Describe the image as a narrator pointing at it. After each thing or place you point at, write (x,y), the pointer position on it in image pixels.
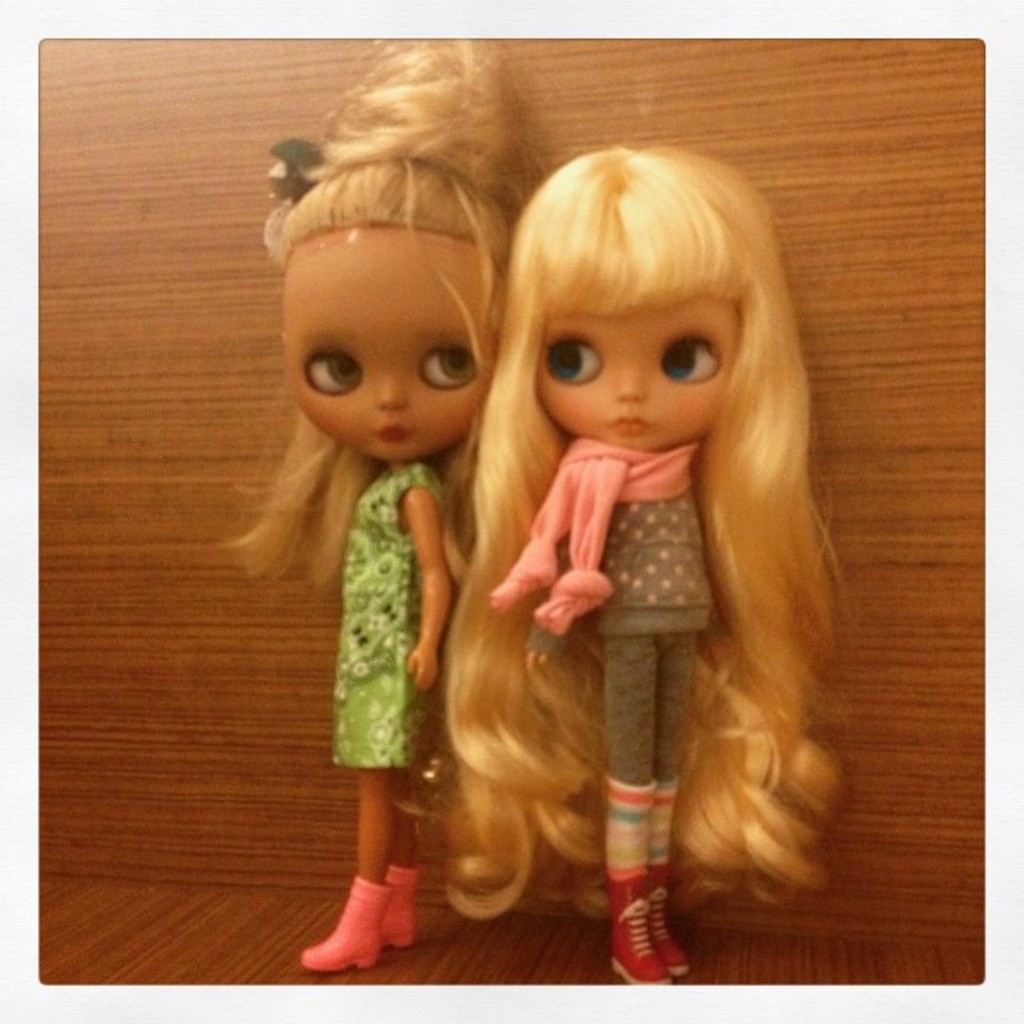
This picture contains two dolls (495,535). The doll (470,584) on the right side (719,546) has a long hair (526,662). Behind the dolls (682,530), we see a brown color wooden wall (283,442). At the bottom of the picture (206,934), we see a wooden floor (457,936) which is brown in color.
